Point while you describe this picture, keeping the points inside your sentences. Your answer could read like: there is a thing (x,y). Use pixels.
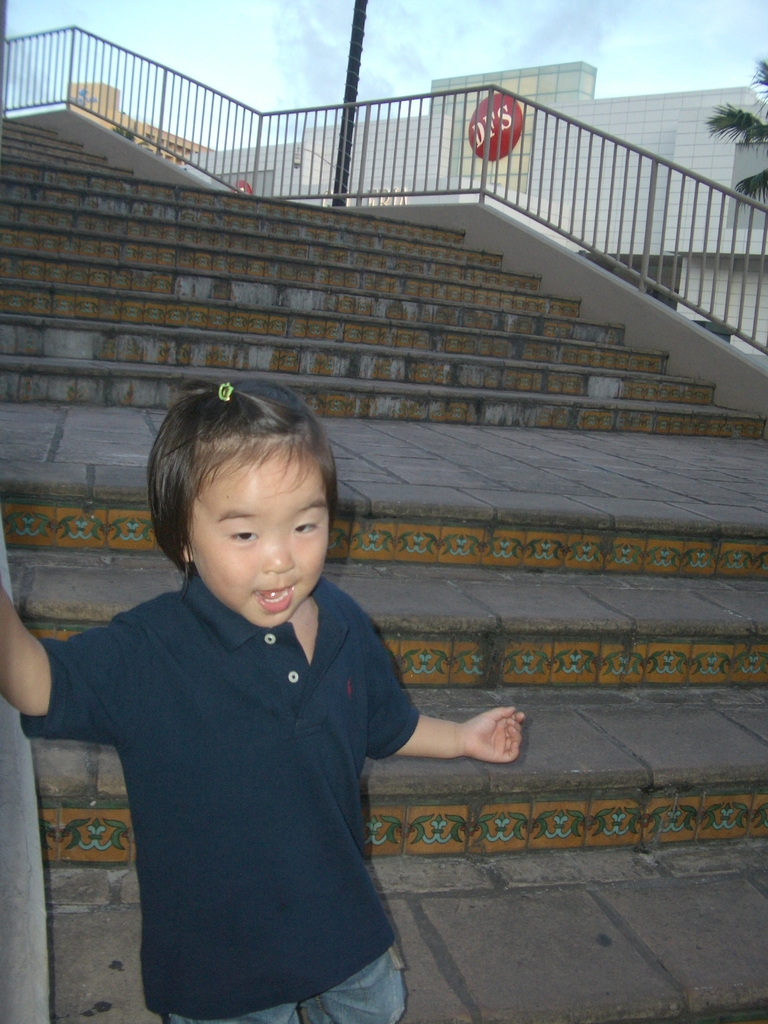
This picture shows stairs (497,379) and we see a boy (261,661) and buildings (559,137) and we see trees (760,78) and a blue cloudy sky (712,84).
